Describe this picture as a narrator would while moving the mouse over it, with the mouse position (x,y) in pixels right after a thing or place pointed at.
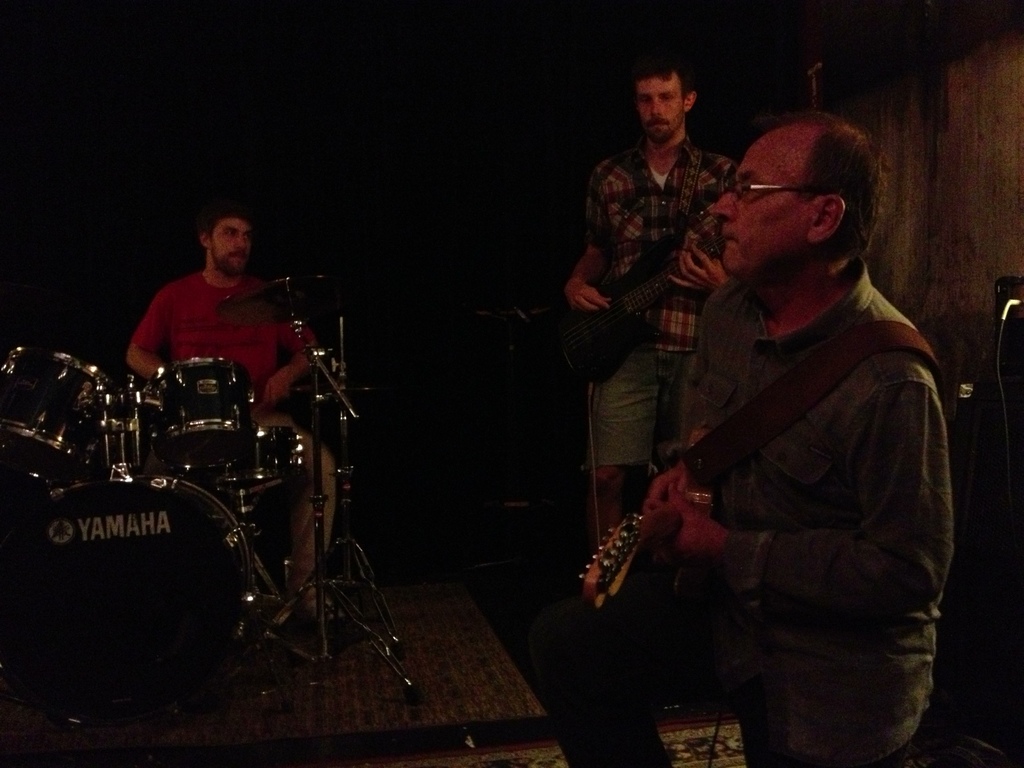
In this image I can see few men (889,628) where two of them are holding musical instruments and a man (256,407) is sitting next to a drum set (182,399).
